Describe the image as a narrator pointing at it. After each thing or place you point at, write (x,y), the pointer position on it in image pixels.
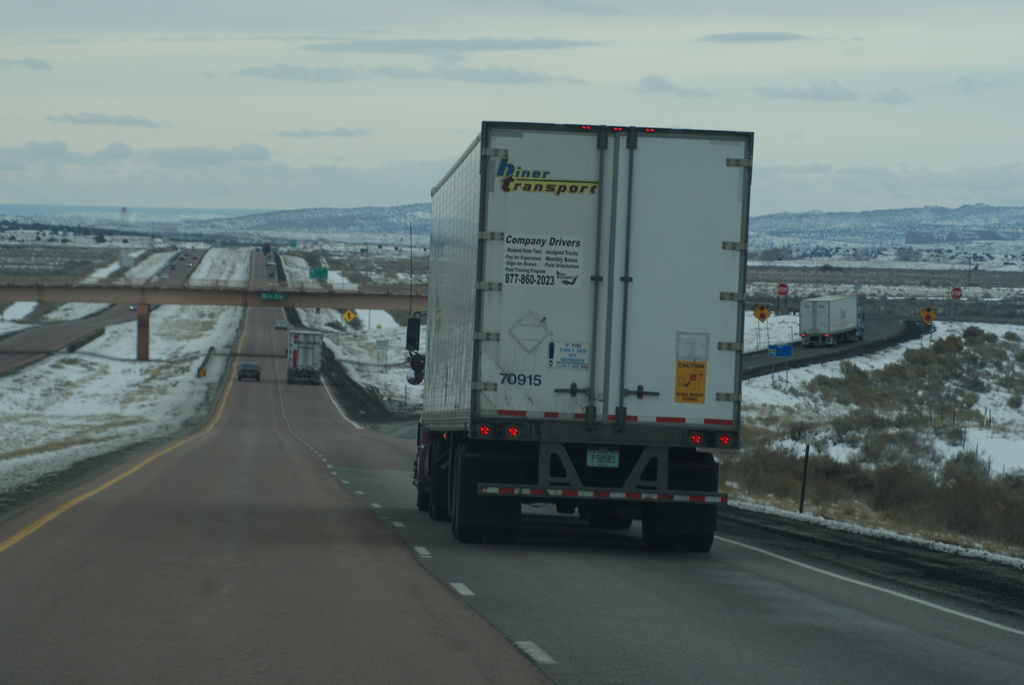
In the center of the image (426,413) we can see trucks (305,333) and cars (246,365) on the road (359,521). There is a bridge (98,296). In the background (778,224) there are hills (862,213) and sky (796,119). We can see boards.
